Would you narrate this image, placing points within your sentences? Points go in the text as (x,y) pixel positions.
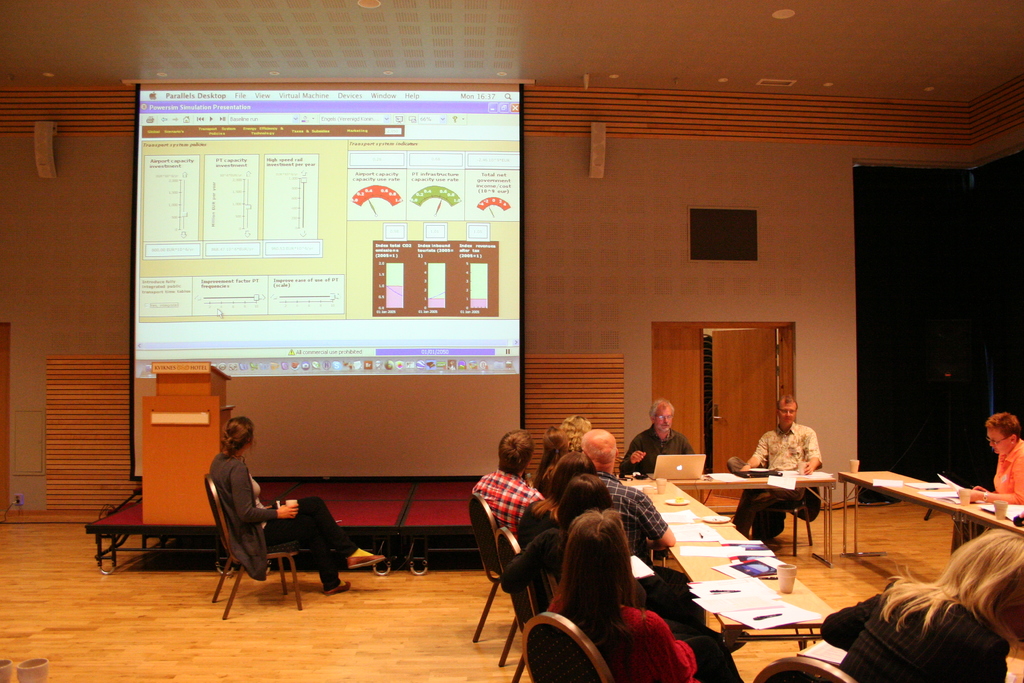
In this image we can see few people (607,446) sitting on the chairs (479,545), there are few papers (735,578), pens (727,593), glasses (857,461), a laptop (701,472) and few objects (767,570) on the tables (720,560), there is a podium (184,426) on the stage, there is a presentation screen (370,247), few objects (52,144) to the wall (804,216) and there is a door (722,401) behind a person (788,411) and there are few lights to the ceiling (290,54).
